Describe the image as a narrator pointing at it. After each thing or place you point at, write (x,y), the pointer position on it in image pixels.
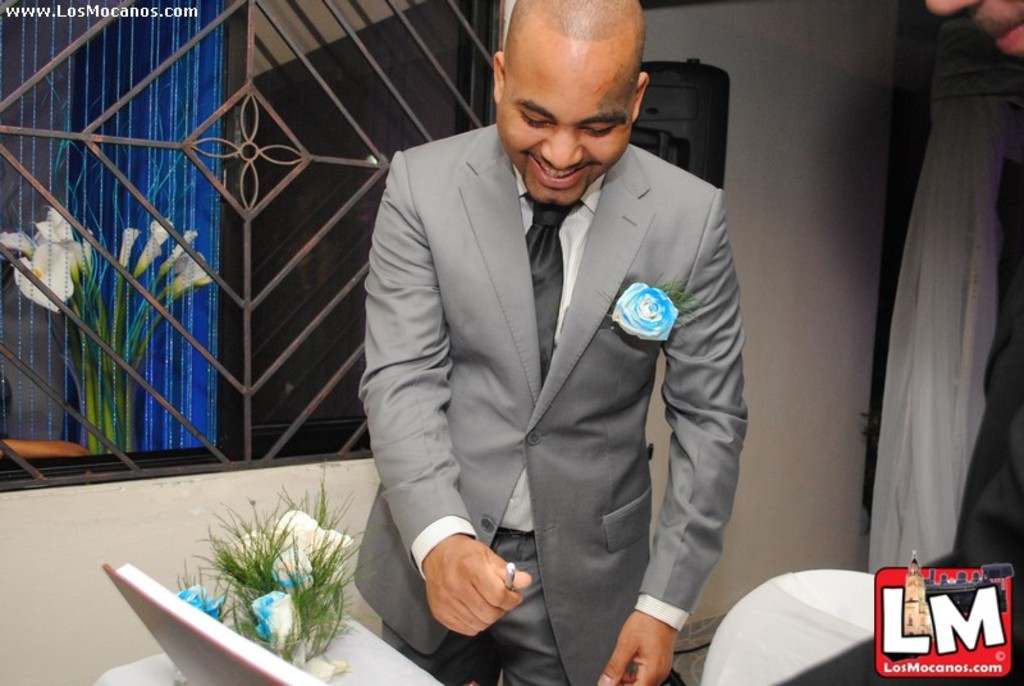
This picture is clicked inside the room (825,94). On the right corner (1015,464) we can see a person (993,411). In the center (480,250) we can see a man (584,204) wearing suit (496,392), holding a pen (509,571), smiling and standing and we can see the flowers (299,561) and an object (190,653) is placed on the top of the table (389,675). In the background (945,263) we can see the curtain (940,270), wall (773,126), metal rods (245,166) and some other objects (276,67) and we can see the watermarks (922,601) on the image.
